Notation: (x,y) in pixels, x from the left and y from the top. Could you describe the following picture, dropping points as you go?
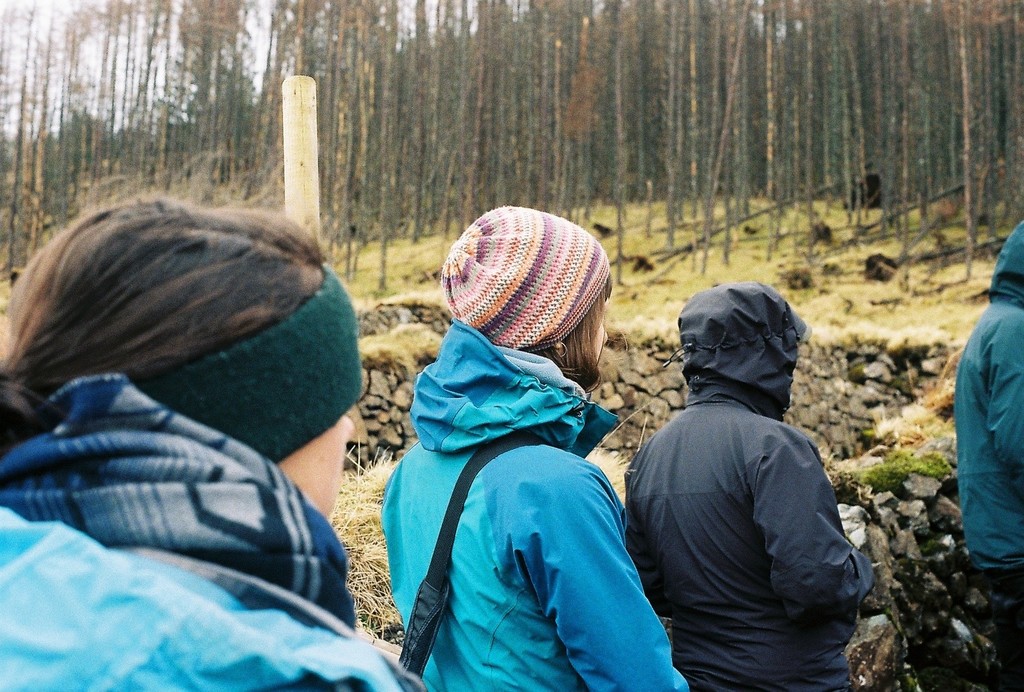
In this image, we can see few people (488,610), stone wall (910,622), grass (356,284) and pole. Background (345,263) we can see walls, grass (616,285) and trees (654,175).
